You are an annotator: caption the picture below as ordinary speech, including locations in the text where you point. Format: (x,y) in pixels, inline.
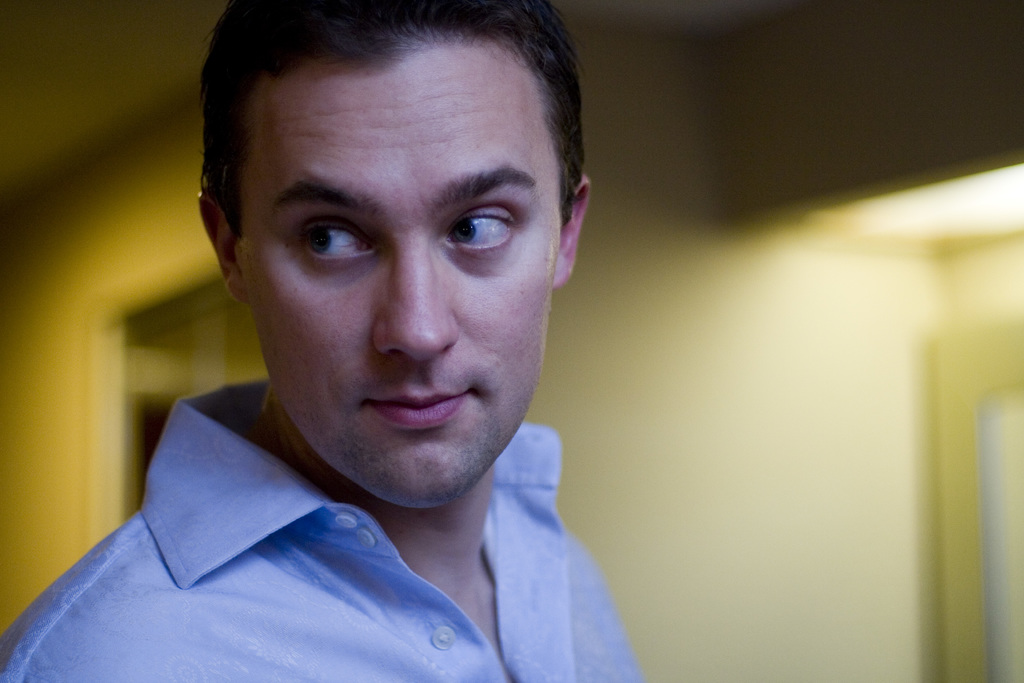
In this picture I can see a man (515,443), He wore a blue shirt (278,643) and I can see inner view of a house (589,239).
